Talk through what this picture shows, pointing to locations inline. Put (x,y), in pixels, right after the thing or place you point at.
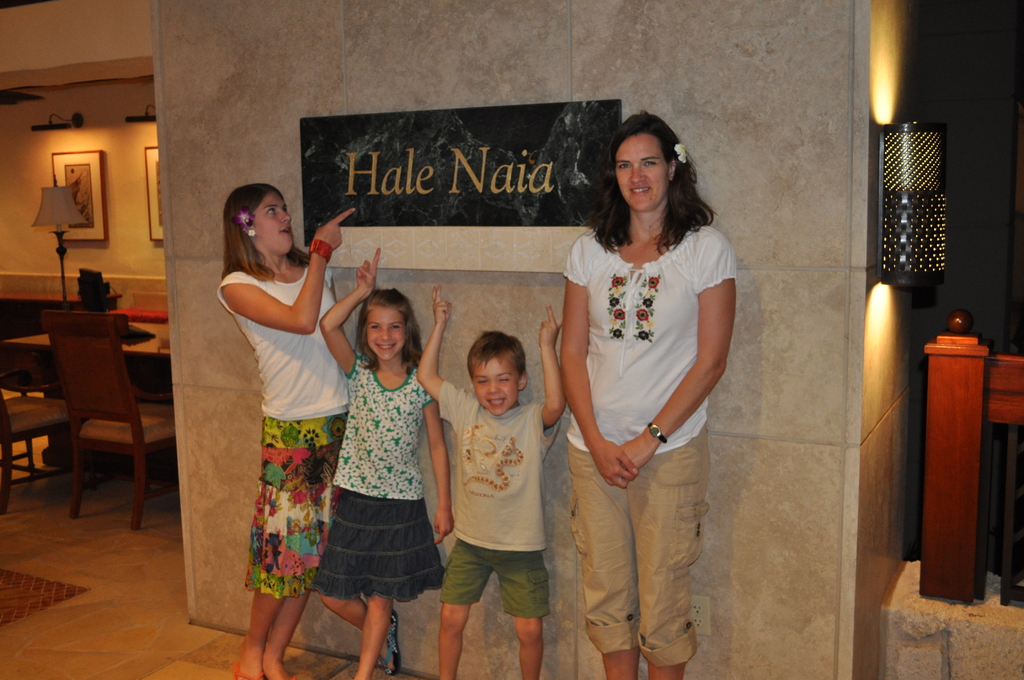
In this image we can see a three children's (382,470) and one woman (633,310) standing. We can see chair (105,438), table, lamp (56,235). The frames (100,191) are attached to the wall (144,168).
